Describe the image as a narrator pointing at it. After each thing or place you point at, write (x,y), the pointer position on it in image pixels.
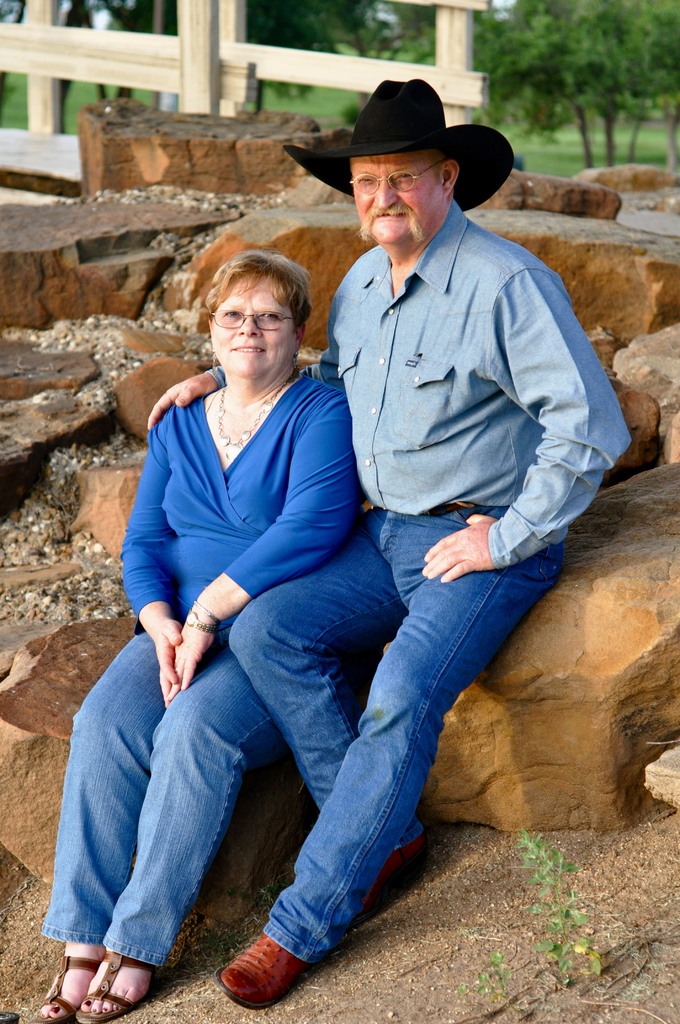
In this image we can see two persons (310,576) sitting on the rocks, among them one person (372,299) is wearing a hat (359,136), behind them, we can see some rocks (184,241), trees (271,13) and wooden fence (247,101).
